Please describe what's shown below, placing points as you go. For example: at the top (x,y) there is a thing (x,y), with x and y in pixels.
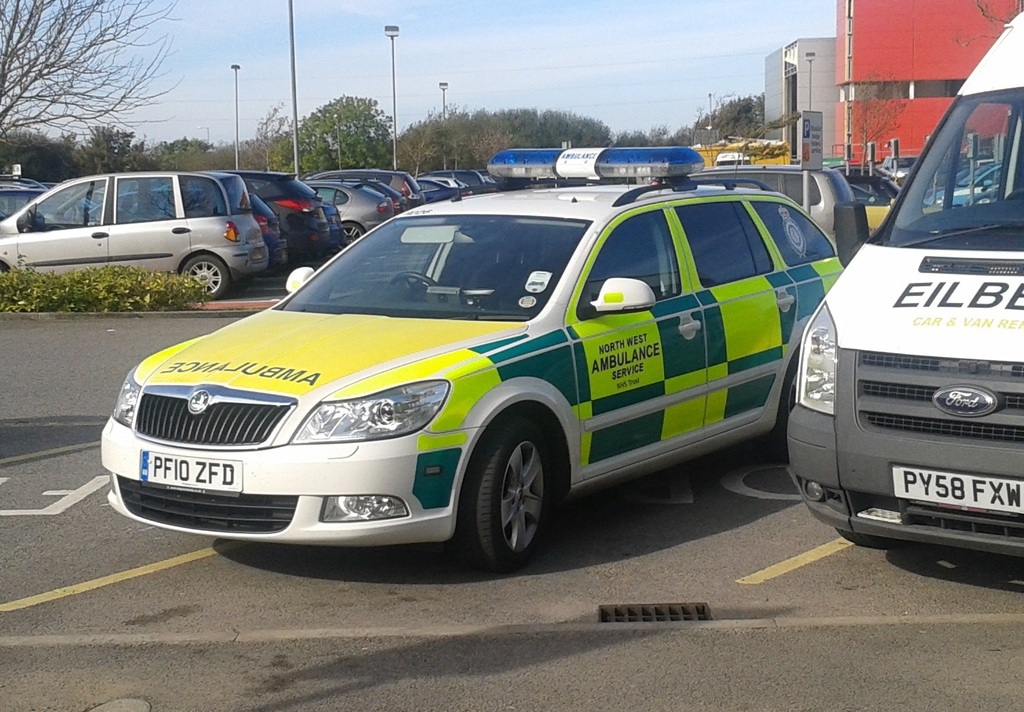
In the image we can see there are cars (571,356) which are parked on the road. Behind there are lot of trees (425,135) and there are buildings (927,68).
